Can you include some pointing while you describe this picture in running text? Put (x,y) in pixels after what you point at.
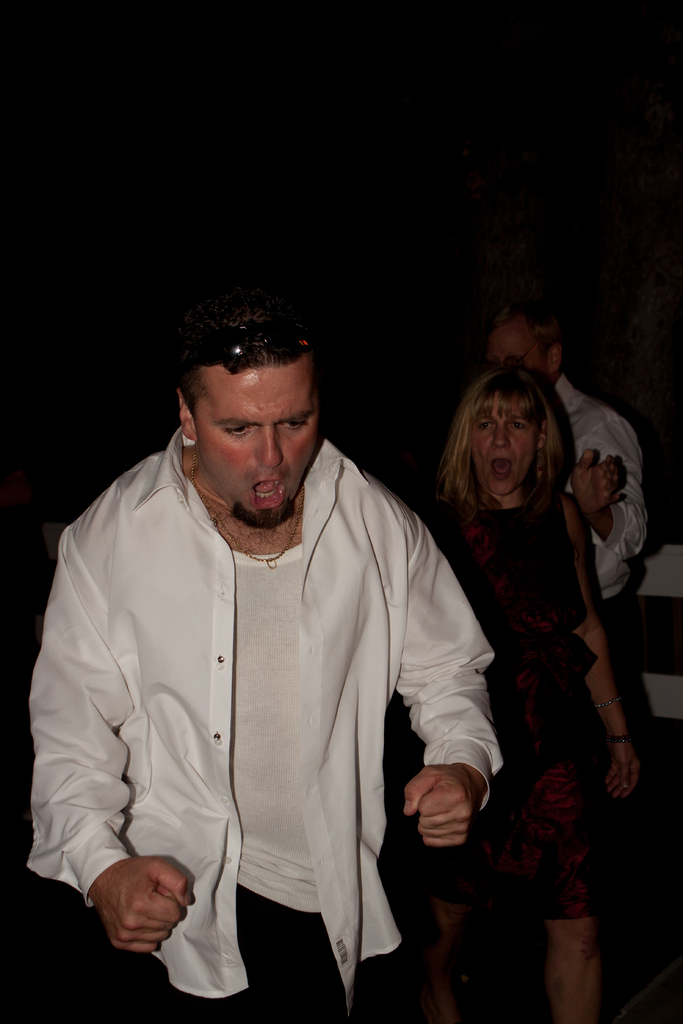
Background (8,164) portion of the picture is completely dark. In this picture we can see the people (531,674). We can see a man (219,683) and a woman (594,621), it seems like they both are screaming.
